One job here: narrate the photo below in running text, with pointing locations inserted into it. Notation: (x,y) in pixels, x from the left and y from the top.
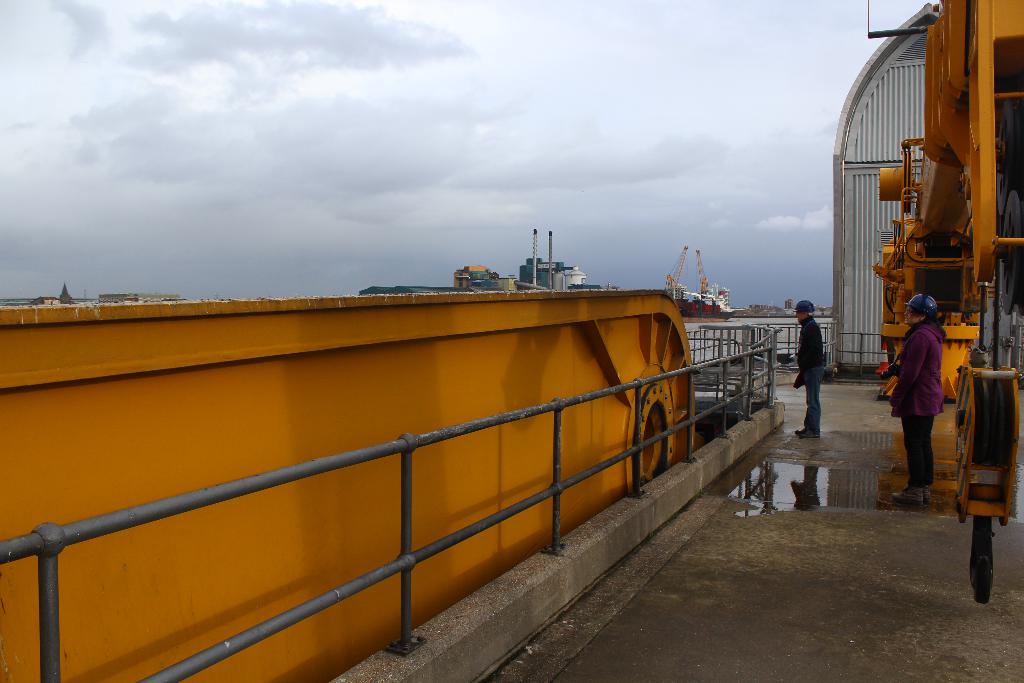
In this image in the front (406,540) there is a railing (773,371) and on the right side (1001,276) there is a machine (970,274). In the center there are persons (823,354) standing. In the background (332,287) there are towers (677,285) and the sky (353,181) is cloudy.
